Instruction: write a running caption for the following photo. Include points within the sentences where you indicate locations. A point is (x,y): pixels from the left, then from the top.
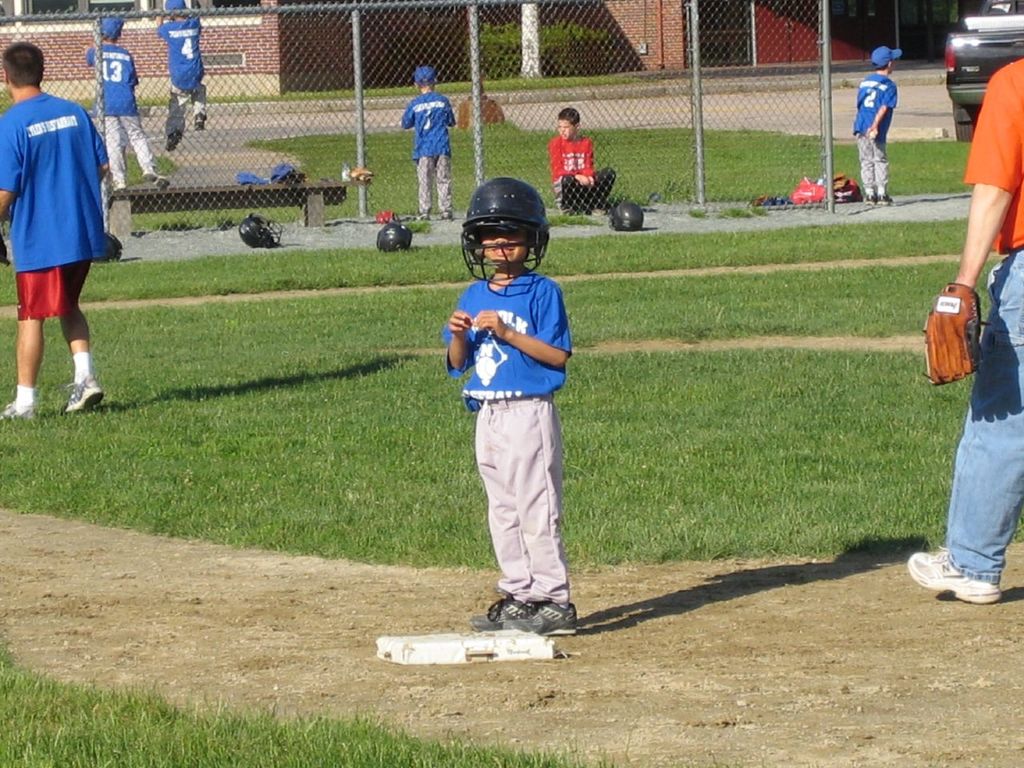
In this image I can see there are few persons (523,275) standing on ground (176,410) I can see fence (629,67) and back side of the fence (706,114) I can see few children's (108,35) and I can see helmets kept on the ground (159,256) In the middle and I can see a person (1017,162) wearing a glove (933,331) on his hand (962,329) on the right side (1008,328) and I can see a vehicle (987,35) in the top right (977,36).
